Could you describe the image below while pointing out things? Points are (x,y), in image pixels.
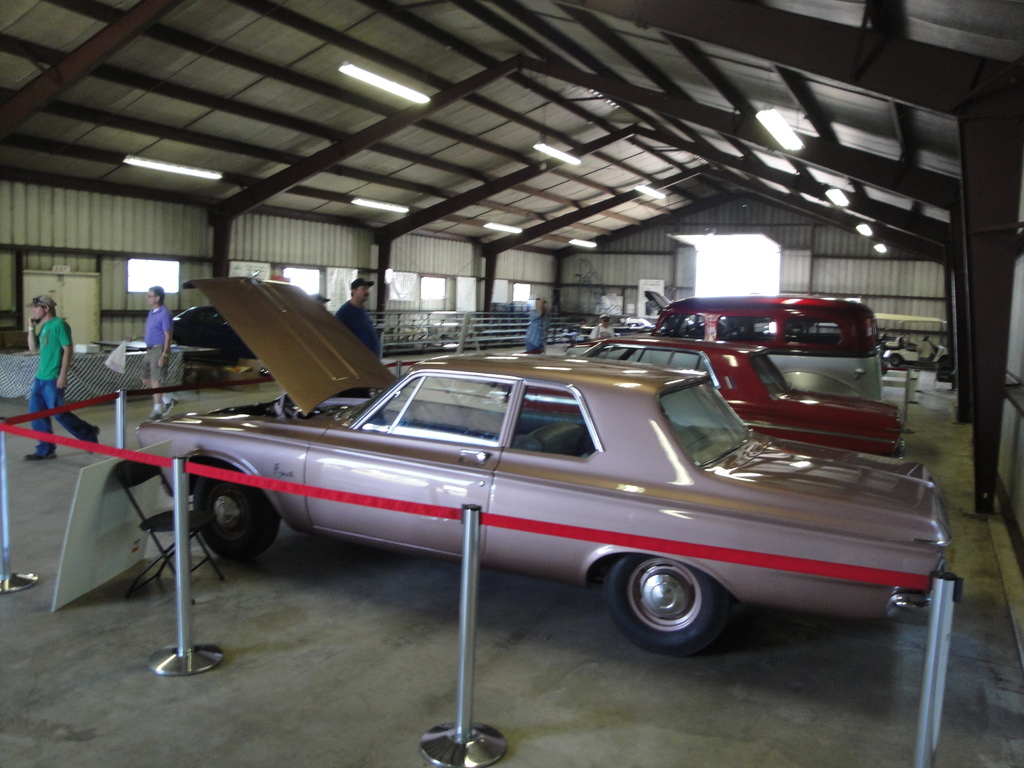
In this image few vehicles (621,504) are on the floor (604,597). Bottom of the image (440,732) there is a fence (502,741). Behind there is a chair (143,584). A board (128,544) is kept near the chair (130,472). Left side two people (46,456) are walking on the floor (58,452). Behind the vehicle (341,359), there is a person (360,285). Top of the image (511,90) few lights (423,93) are attached to the roof (429,105). Few people (371,336) are on the floor (718,752).
